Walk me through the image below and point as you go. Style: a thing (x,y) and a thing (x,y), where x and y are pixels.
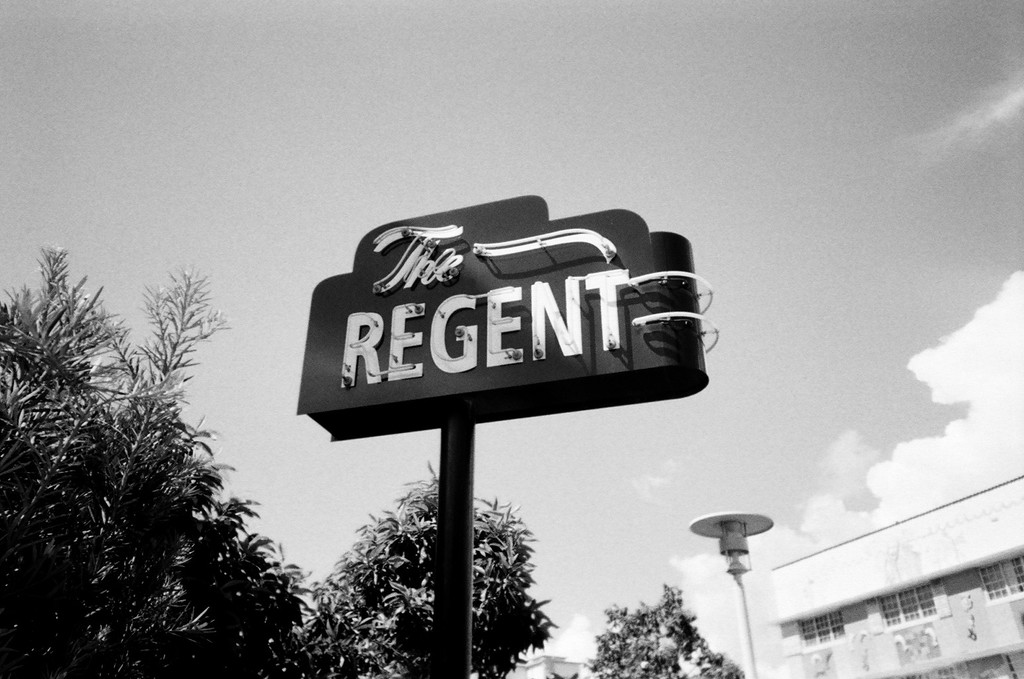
This is a black and white image. In this image, in the middle (543,297), we can see a board (602,318). On the right side (1000,618), we can see a pole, building (880,580), glass window (1014,572). In the background (297,622), we can see some trees (480,666). At the top (860,155), we can see a sky (794,290).
